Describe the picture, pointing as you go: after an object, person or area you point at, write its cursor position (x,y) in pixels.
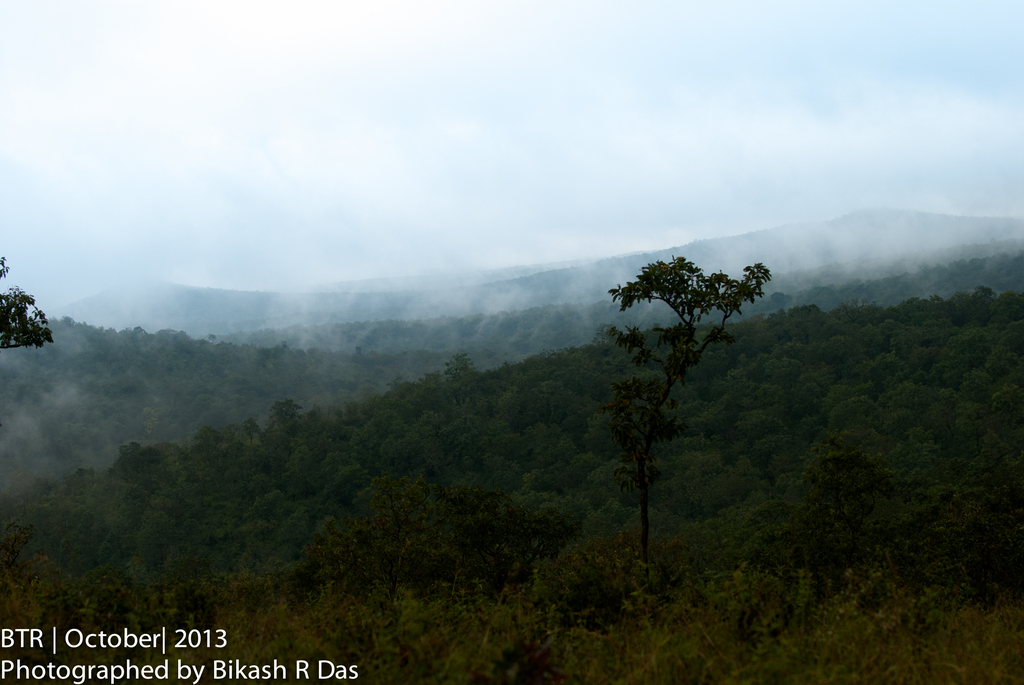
In this image, we can see some plants (507,631). There are a few trees (532,516). We can see the hills (306,315). We can see some fog (416,282) and the sky (425,241).
